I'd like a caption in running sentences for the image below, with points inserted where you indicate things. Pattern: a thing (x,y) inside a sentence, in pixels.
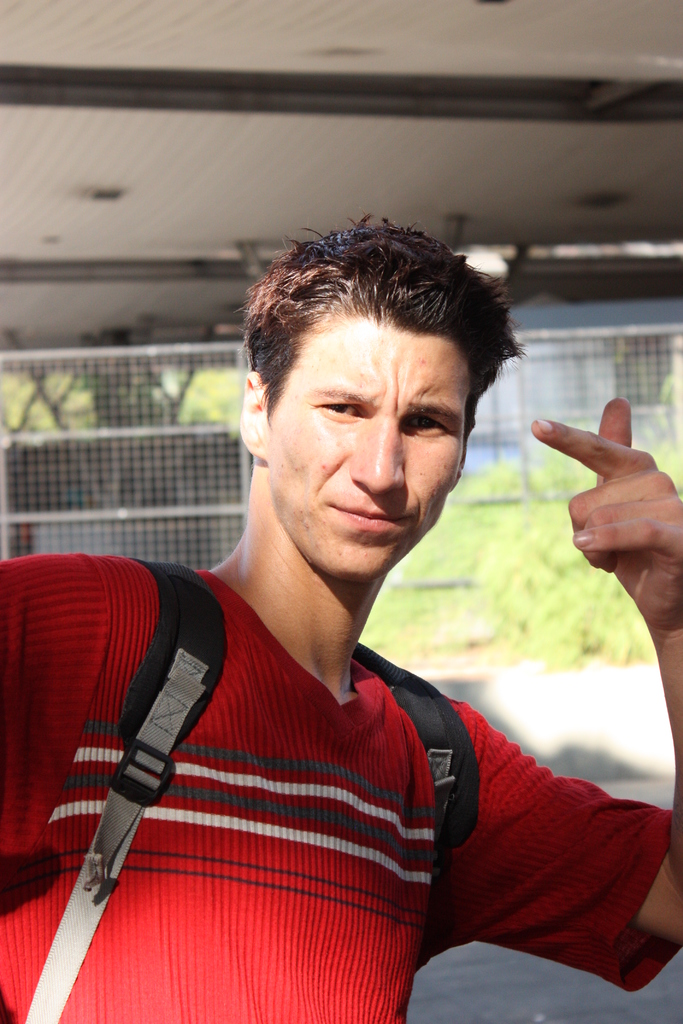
In this picture there is a boy (299,812) wearing red color t-shirt (349,861) is standing in the front (321,617) and giving a pose. Behind there is a net grill (14,498) and on the top (234,289) there is a white shed (114,307) on the ceiling (220,232).
